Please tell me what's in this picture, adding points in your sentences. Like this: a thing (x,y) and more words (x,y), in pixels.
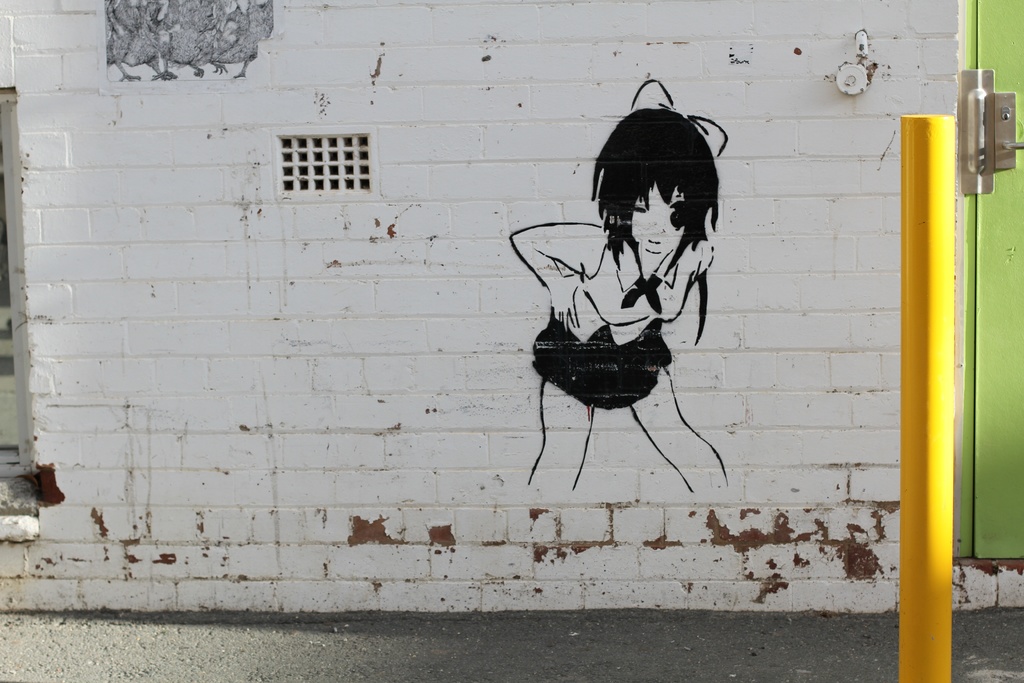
In this image we can see some painting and a window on a wall (523,423). On the right side (938,230) we can see a door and a pole (936,502).
